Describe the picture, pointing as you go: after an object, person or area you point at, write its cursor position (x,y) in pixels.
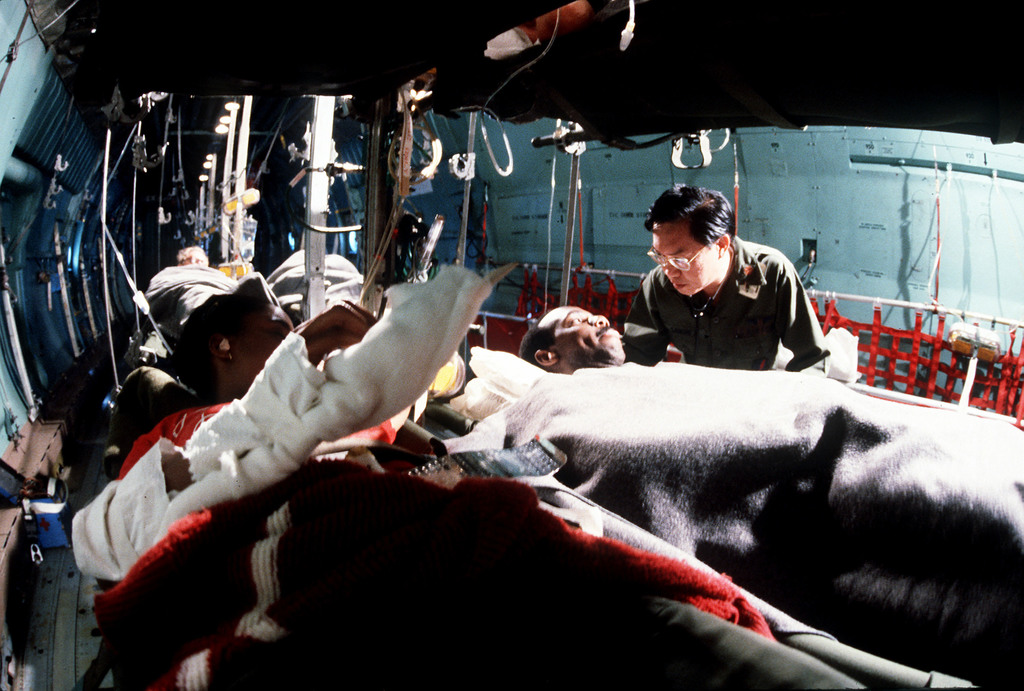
In the center of the image (351,400) there are two person (365,396) sleeping on the bed (431,442). In the background of the image (206,243) there are rods (231,154). To the right side of the image (707,238) there is a person (645,301). At the top of the image (555,80) there is black color ceiling (404,67).
